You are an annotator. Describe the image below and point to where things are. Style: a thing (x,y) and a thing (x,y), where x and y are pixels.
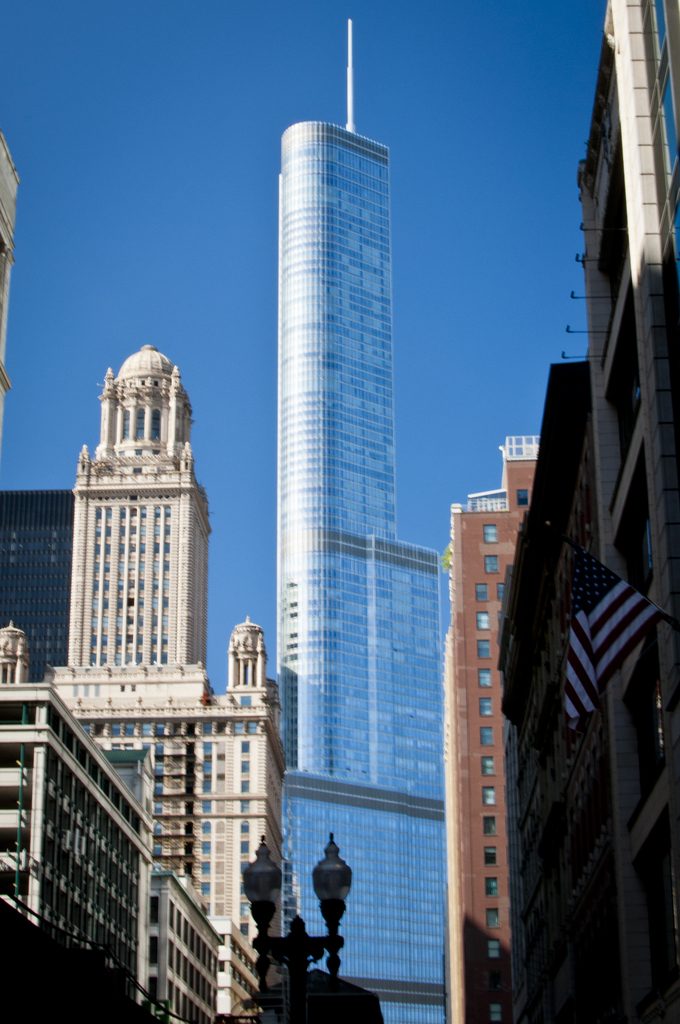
This picture contains many buildings (244,699) which are in white, blue and brown color. On the right corner of the picture (581,641), we see a flag (590,663) which is in red, white and blue color. At the bottom of the picture (264,888), there are street lights (251,863) and at the top of the picture (192,164), we see the sky (240,367). It is a sunny day.
